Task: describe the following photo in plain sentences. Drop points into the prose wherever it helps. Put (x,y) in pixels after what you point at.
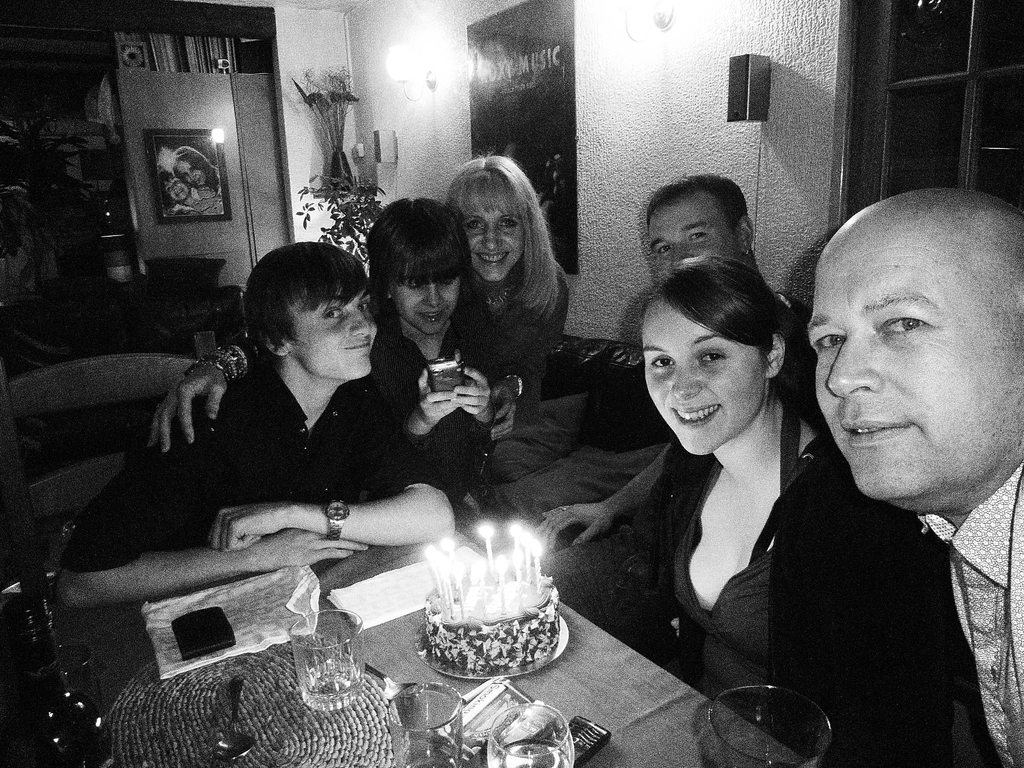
In the image we can see there are people (754,495) who are sitting on chair (17,410) and the image is in black and white colour.
